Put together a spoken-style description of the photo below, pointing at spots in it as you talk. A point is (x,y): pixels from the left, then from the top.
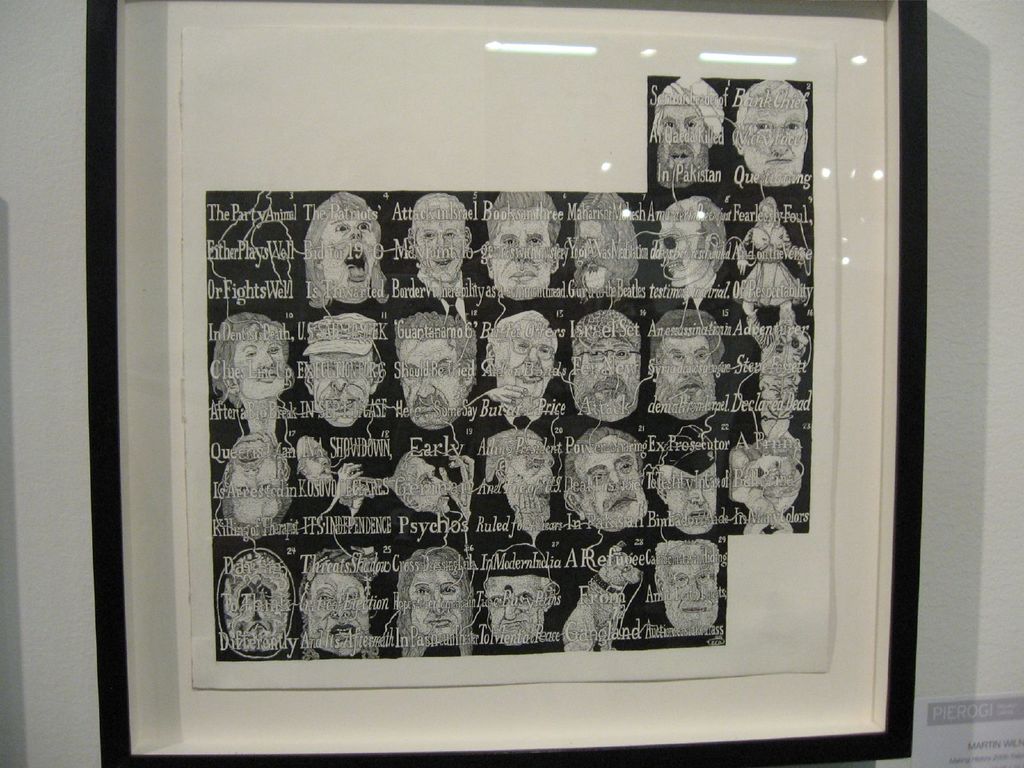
In this image we can see a frame (367,425) on a wall (1008,658) with some pictures (503,324) and text (507,289) on it. At the bottom right (973,716) we can see a paper (1013,711) on a wall (995,684) with some text (1000,752) on it.
